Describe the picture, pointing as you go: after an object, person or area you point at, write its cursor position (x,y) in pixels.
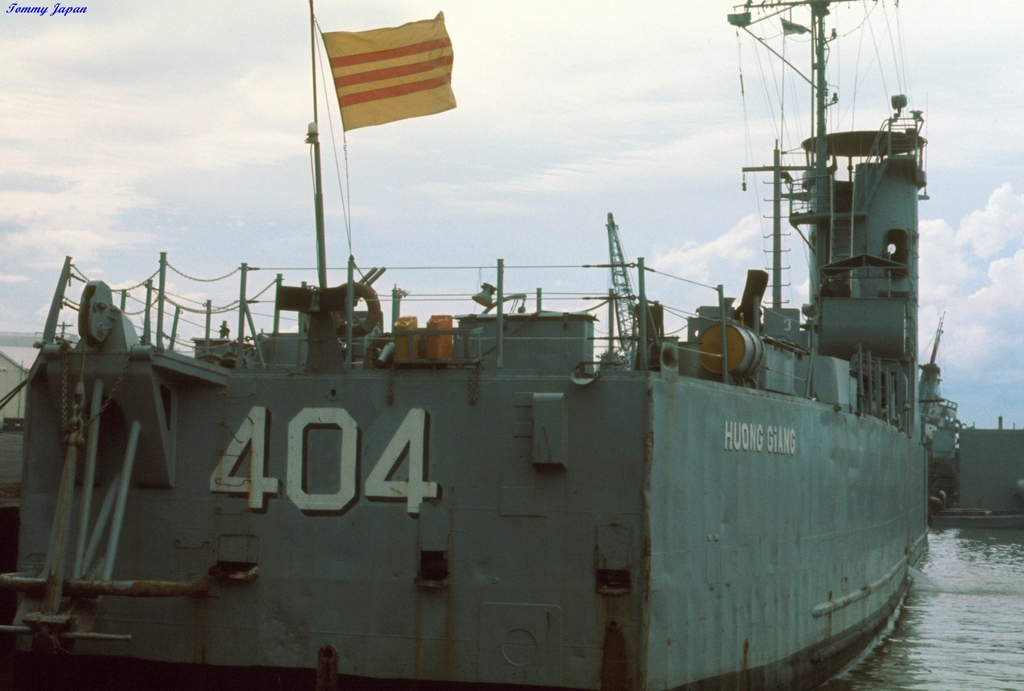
This image consists of a boat (367,448). There is a flag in the middle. There is water (943,589) at the bottom (926,598). There is sky (640,150) at the top (531,100).
